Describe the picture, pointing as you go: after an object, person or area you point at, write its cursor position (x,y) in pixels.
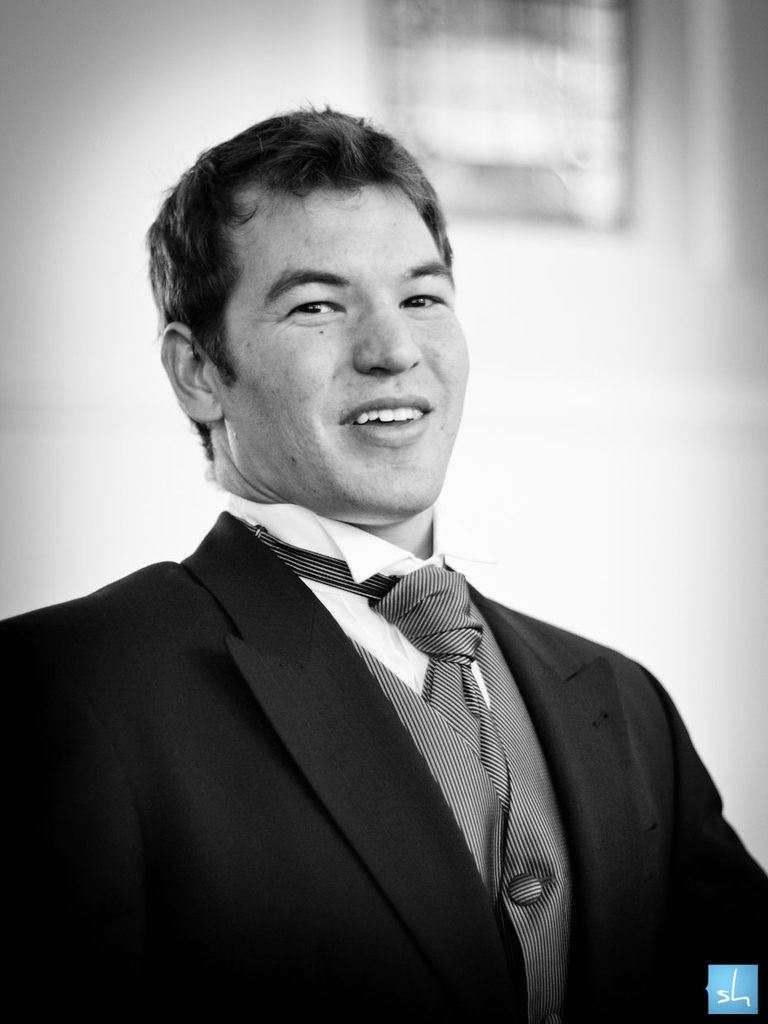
In this picture we can see a man (298,920) wore a blazer (248,629), tie (388,605) and smiling and in the background (579,357) it is blurry.
